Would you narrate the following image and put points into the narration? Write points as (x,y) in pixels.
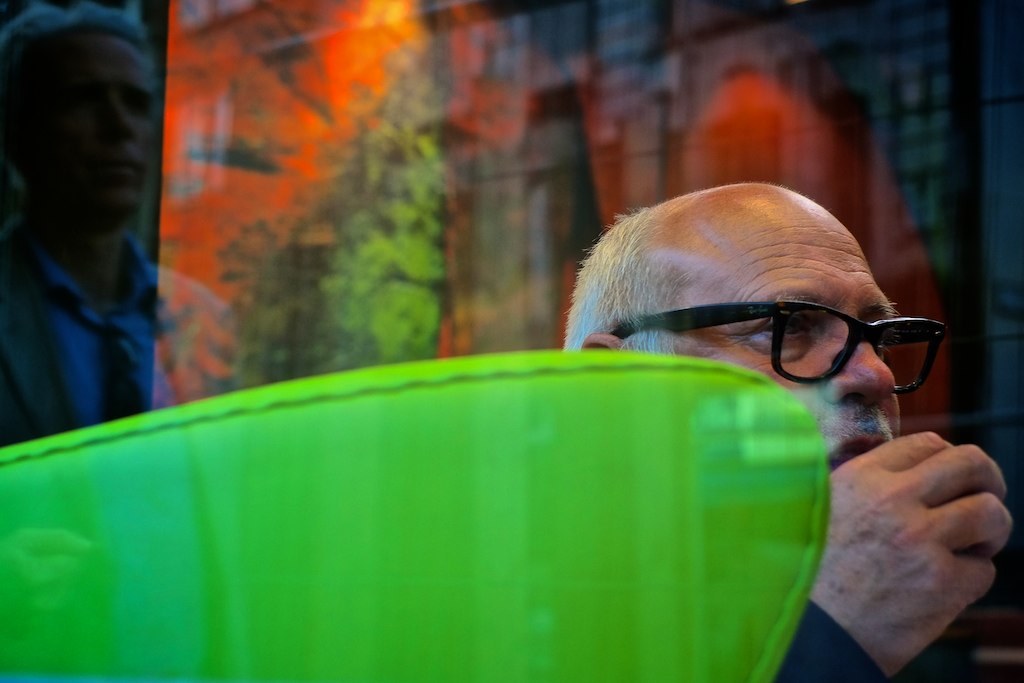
In this picture there is a man (797,643) who is raising his hand (946,563). He is wearing spectacles (825,352) and t-shirt (824,647). At the bottom (347,542) I can see the green color chair (399,572). In the background (493,218) I can see the light beams (704,170), banners (248,90) and other objects (401,236).
